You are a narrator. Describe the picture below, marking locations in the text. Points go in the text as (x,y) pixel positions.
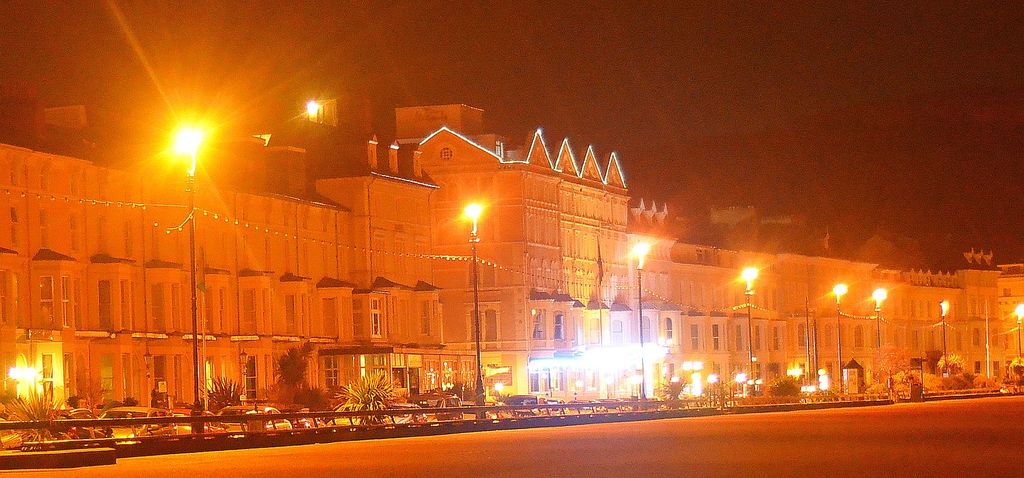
In this picture I can observe a building (393,272) in the middle of the picture (528,278). In front of the building (149,277) I can observe a road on which some cars (237,411) are parked. I can observe yellow color street lights (173,141) in the middle of the picture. In the background (518,90) there is sky (688,105).
